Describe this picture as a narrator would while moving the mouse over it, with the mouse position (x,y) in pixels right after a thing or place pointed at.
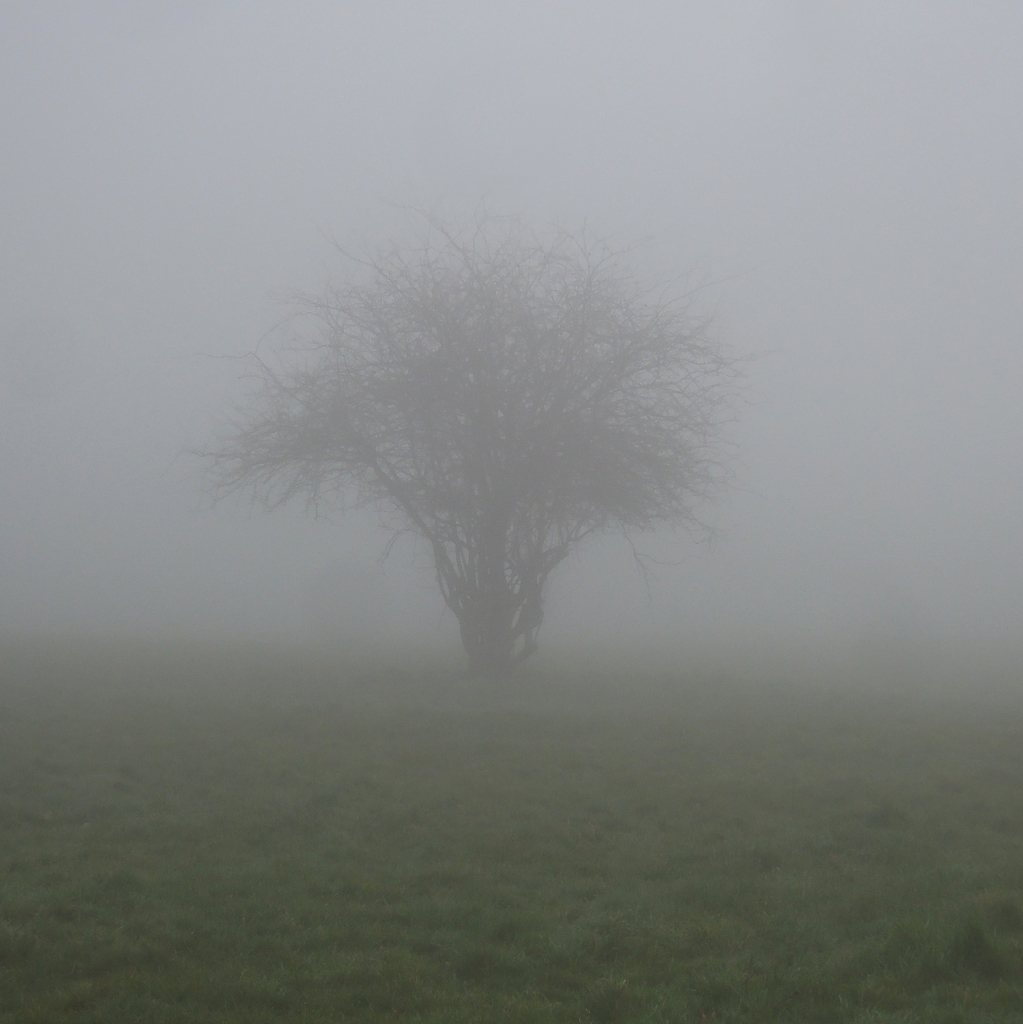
In the center of the image (395,368) there is a tree (632,544). At the bottom of the image (388,857) there is grass (388,857). There is fog (807,232) in the background of the image (821,232).
